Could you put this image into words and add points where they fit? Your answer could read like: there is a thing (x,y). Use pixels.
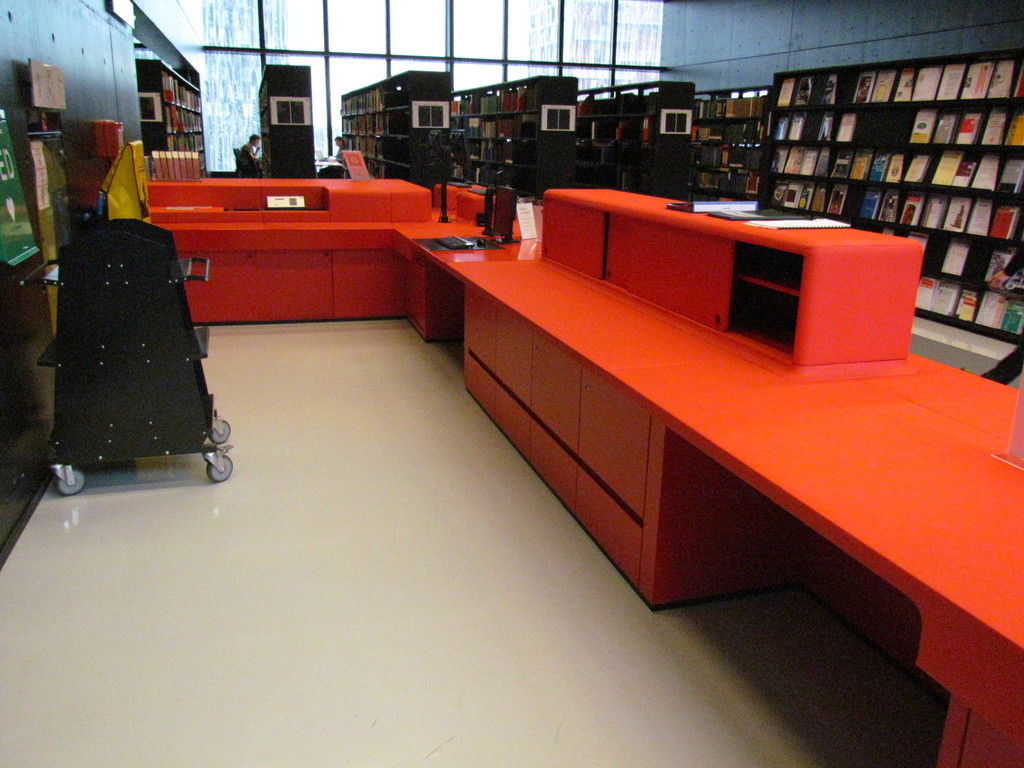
In this image there are tables (728,420). On top of it there is a computer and a few other objects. On the left side of the image (49,155) there are some objects (100,263). There are books (1023,75) on the racks (555,131). In the background of the image (367,28) there are glass windows (424,3) through which we can see the buildings (257,65). At the bottom of the image (364,616) there is a floor (318,609).
